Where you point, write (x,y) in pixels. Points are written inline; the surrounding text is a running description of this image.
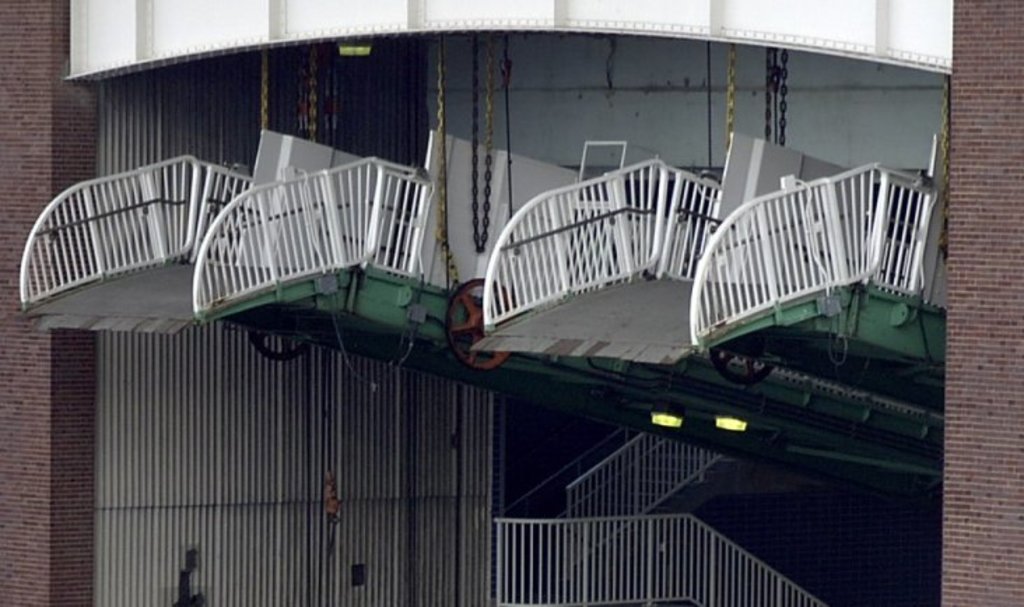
In the center of the image (487,243) we can see two objects (524,231), which looks like bridge (430,182). And we can see two objects (374,325) are tied with the chains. And base (429,332) of the objects (359,323) is in green color. And we can see the wheels (483,334) are attached to it. In the background (631,520) there is a brick wall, staircase (617,460), fences (619,472) and a few other objects (134,413).
